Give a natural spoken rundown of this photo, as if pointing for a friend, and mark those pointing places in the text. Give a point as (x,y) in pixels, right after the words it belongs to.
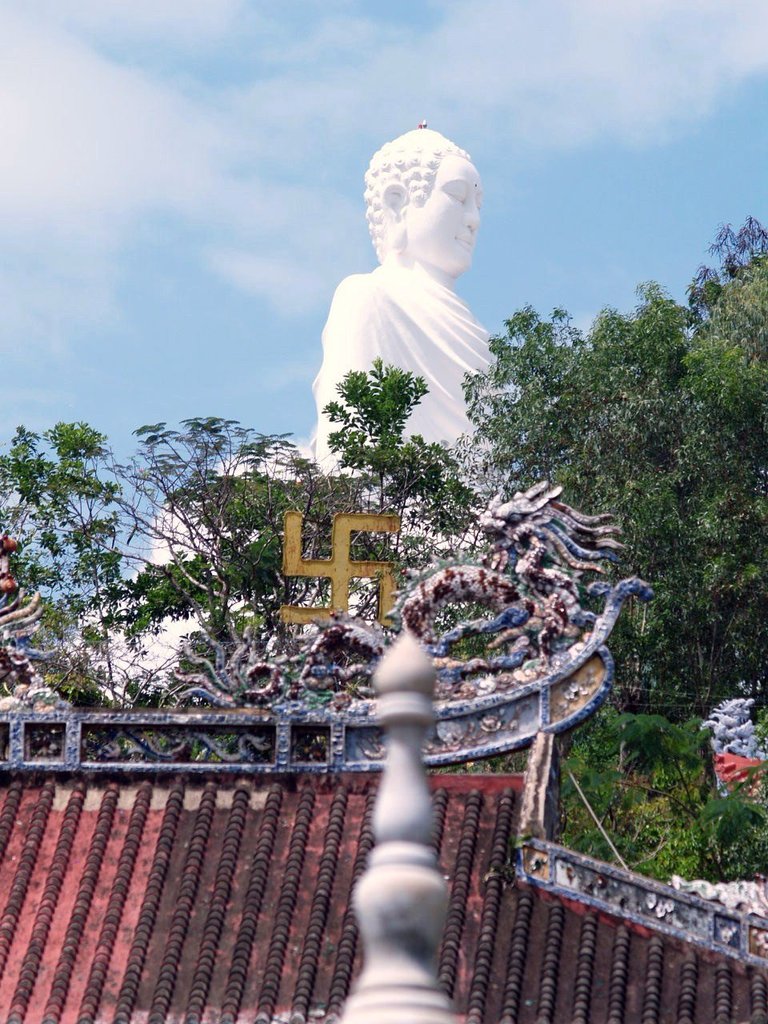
In this picture we can see a white statue (401,317). In front of the statue (408,310) there are trees (477,405) and it looks like a wall (112,841) and on the wall (103,752) there are some sculptures (217,699). Behind the statue (405,284) there is the sky (546,169).
